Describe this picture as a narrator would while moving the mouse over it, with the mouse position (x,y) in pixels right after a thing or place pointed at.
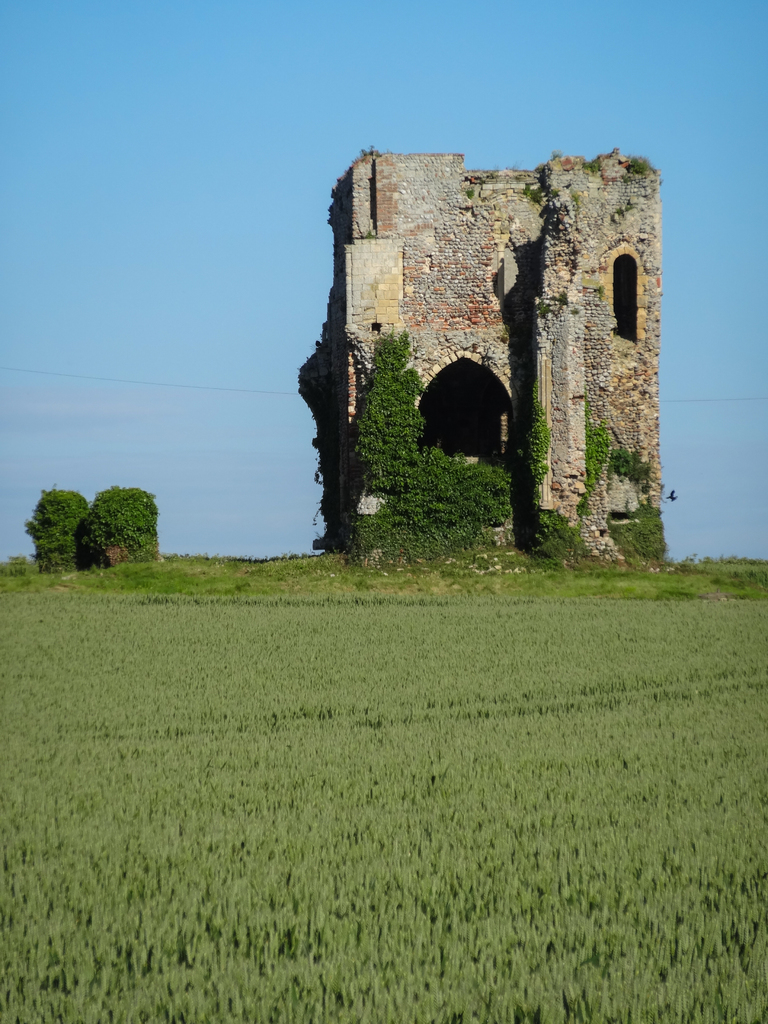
In this image we can see a building (481,427). We can also see some plants (328,716), trees (116,507), wire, a bird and the sky (110,464) which looks clear.
